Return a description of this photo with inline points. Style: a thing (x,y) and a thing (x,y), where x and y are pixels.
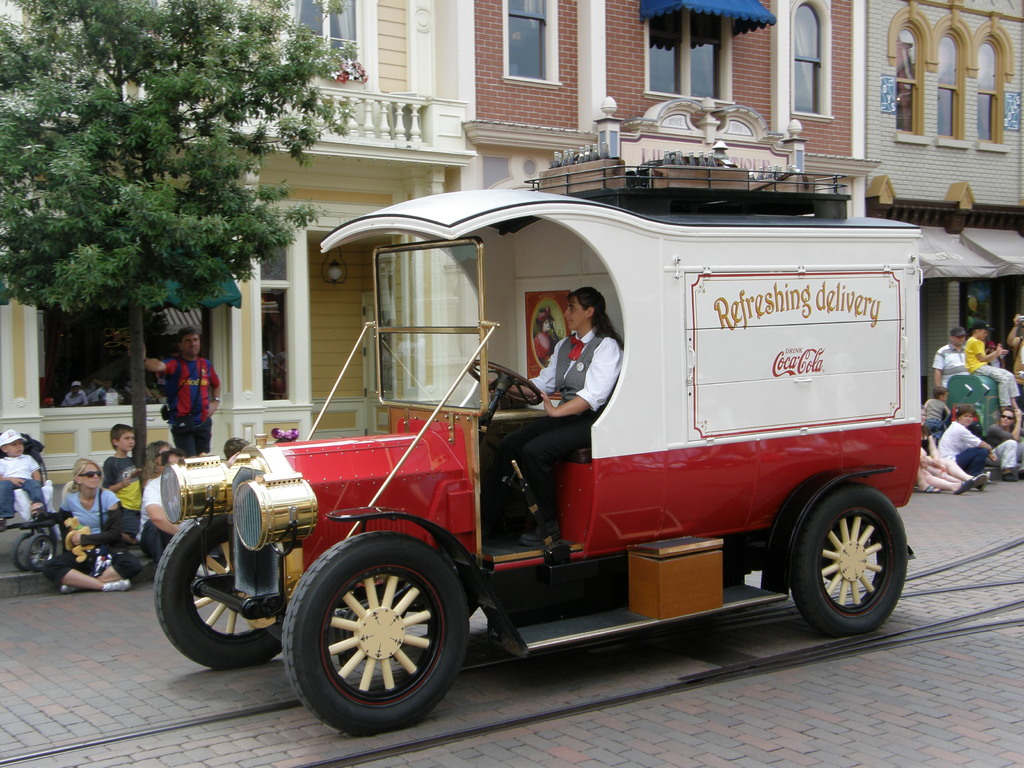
In the background (446,118) we can see buildings (722,123) and people (995,444) standing, few (73,390) are sitting. On the left side (208,263) we can see a tree (197,66). We can see a vehicle (472,526) and woman (603,364) is sitting and holding a steering (536,392).
